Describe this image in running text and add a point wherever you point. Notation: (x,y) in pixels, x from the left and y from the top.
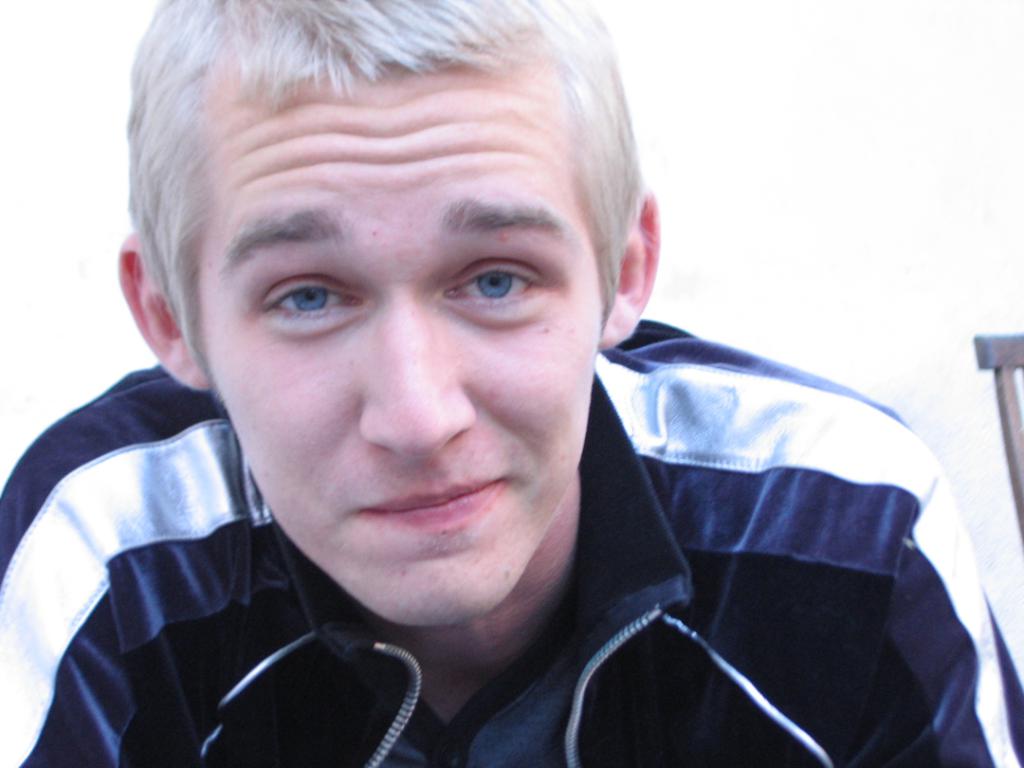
In this image we can see a man (417,360).
